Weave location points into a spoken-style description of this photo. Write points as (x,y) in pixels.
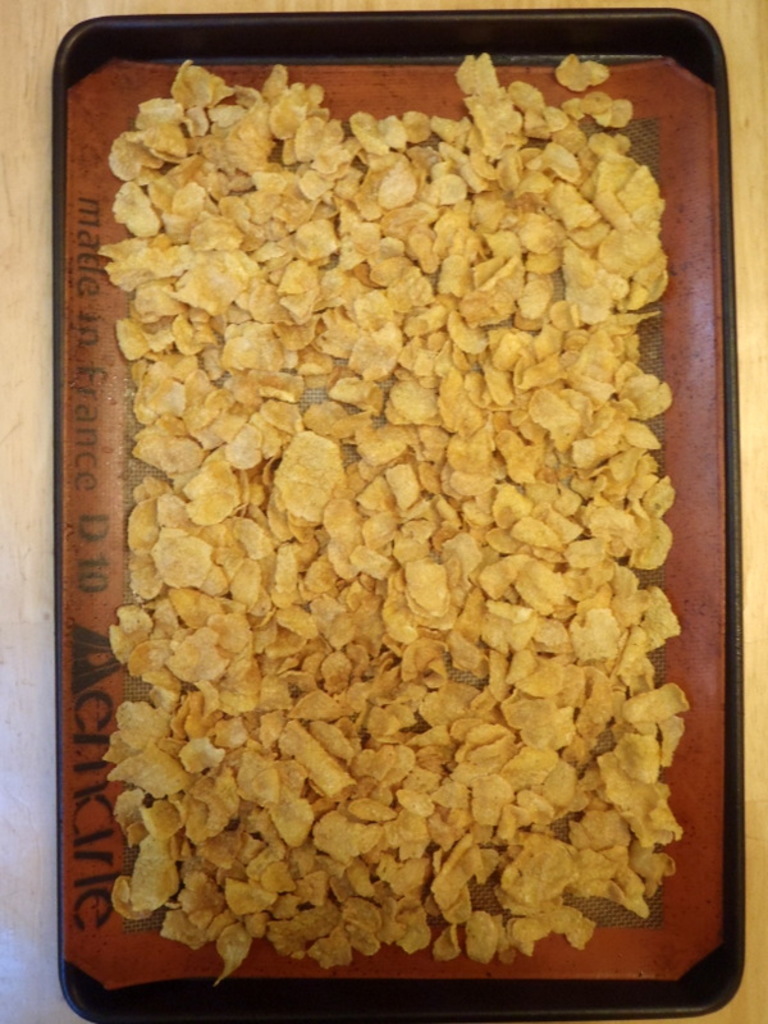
In this image we can see the food item (339,729) in a tray (83,58) and the tray (76,46) placed on a surface (52,997) which looks like a table (52,997).
